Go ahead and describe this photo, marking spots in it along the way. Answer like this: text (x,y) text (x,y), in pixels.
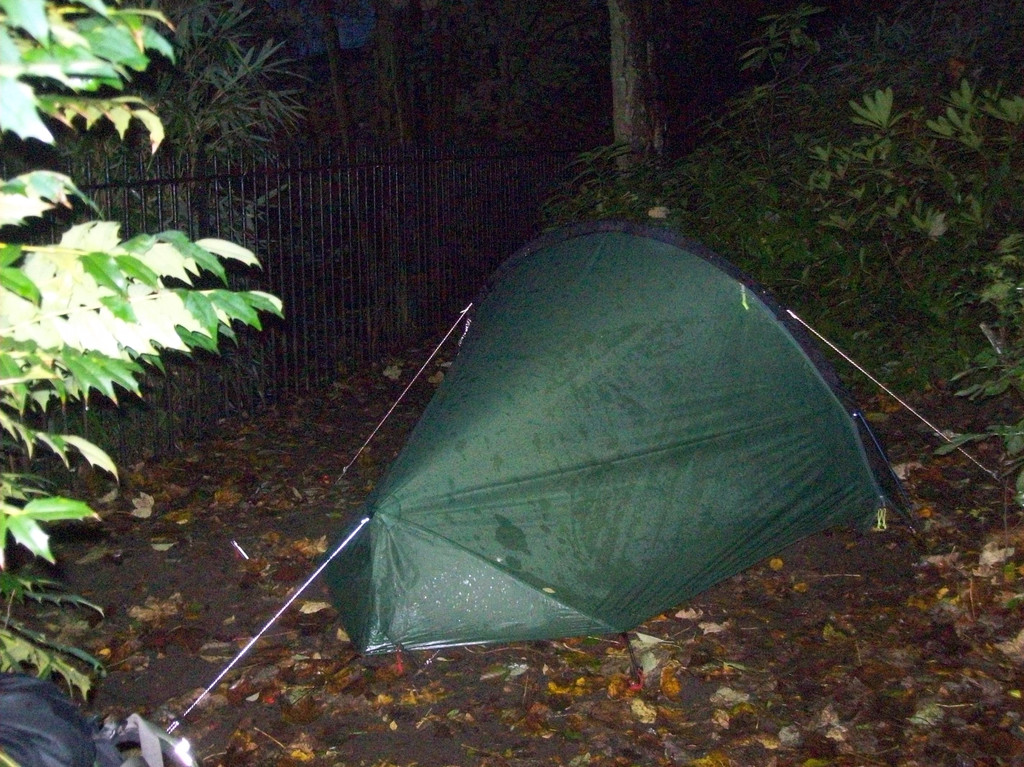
In this image there is a tent (387,512) on the ground (330,638). Around the tent (496,552) there are dried leaves (260,473) on the ground (310,615). Behind the tent (553,407) there is a railing (260,203). In the background (443,89) there are trees (656,102) and plants (900,133) on the ground (262,497).
